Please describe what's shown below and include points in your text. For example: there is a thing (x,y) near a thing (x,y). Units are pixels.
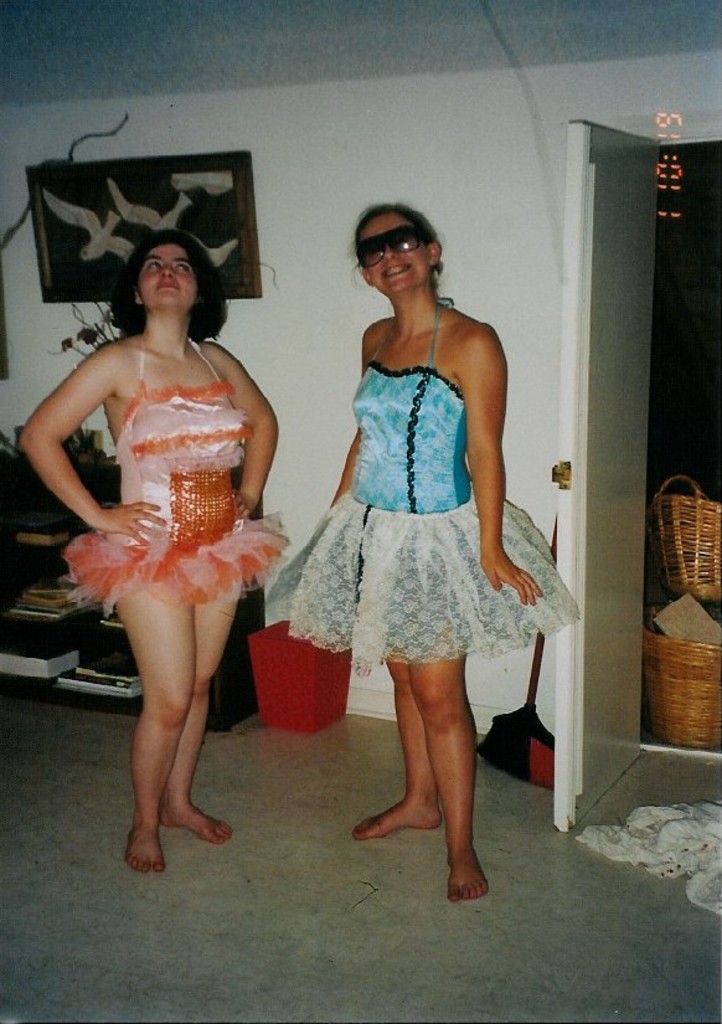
In this image there are two persons (367,545) standing on the floor (333,802), there is a frame (205,208) attached to the wall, few objects (28,597) in the cupboard (33,509), a bin (308,677), a stick (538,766), door (565,744) and some objects (666,538) beside the door (632,610).
